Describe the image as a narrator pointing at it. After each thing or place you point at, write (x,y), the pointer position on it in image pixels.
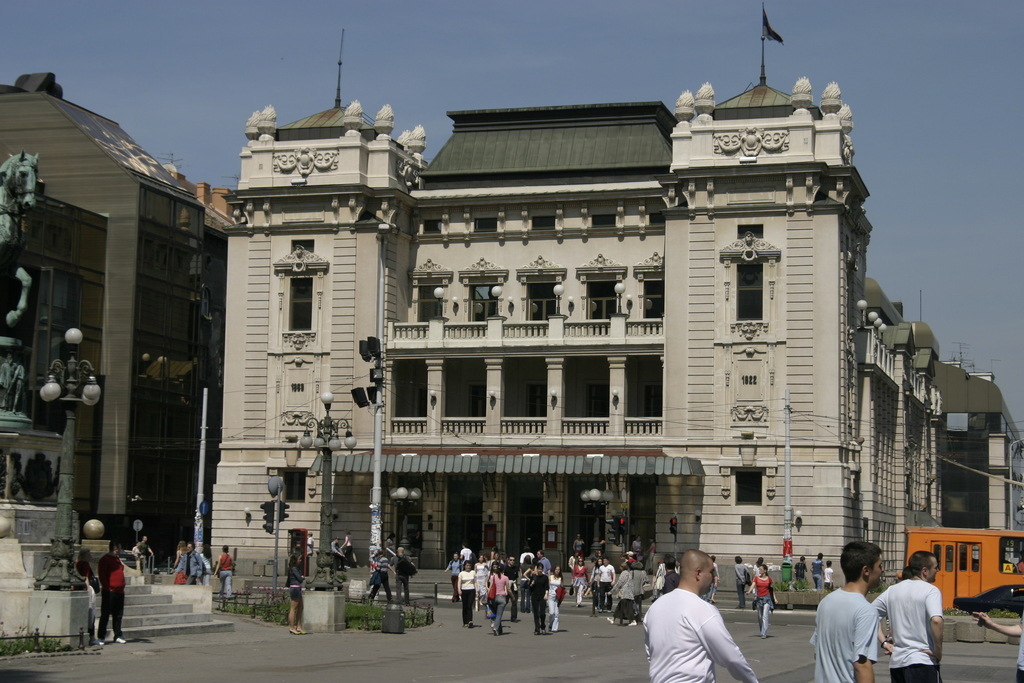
In this picture I can observe buildings (488,460). In front of the buildings (691,399) I can observe some people (492,607) walking on the road (602,617). In the background (542,34) I can observe sky (541,47).
